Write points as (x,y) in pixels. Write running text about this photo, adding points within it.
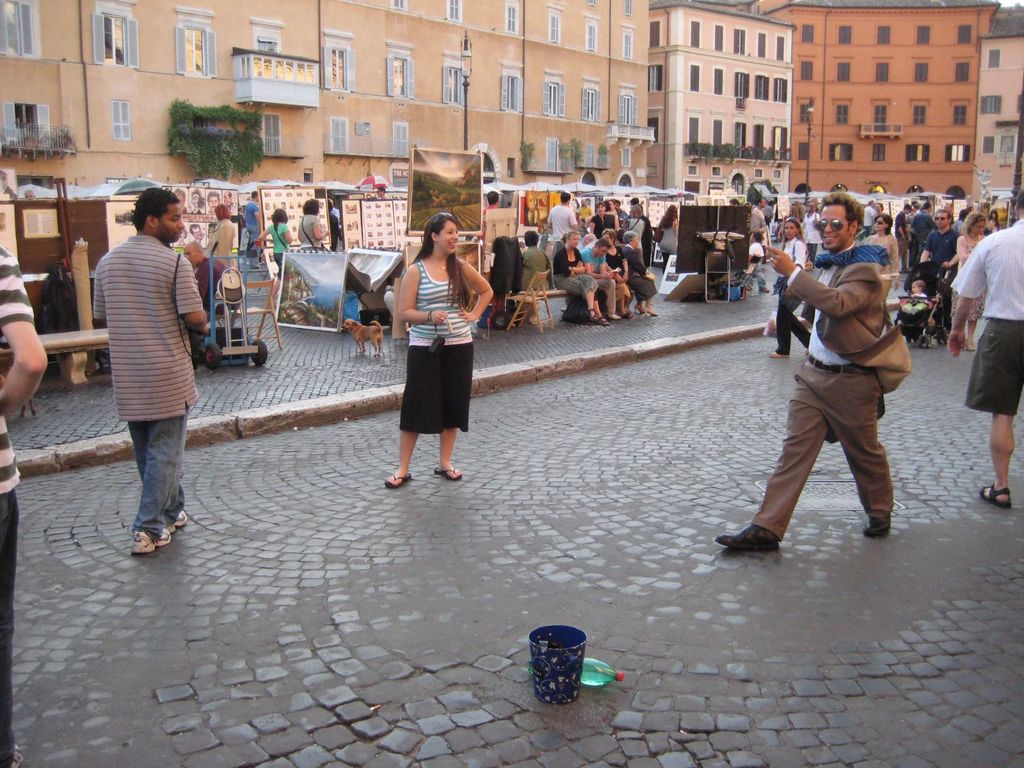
In this image we can see people (903,242) on the road (294,514). There are stalls (307,198). There are people (606,261) sitting on benches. There is a dog (361,325). In the background of the image (919,68) there are buildings (429,28) with windows (181,44). At the bottom of the image (573,706) there is road (602,746). There is a bottle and a basket (559,628).
